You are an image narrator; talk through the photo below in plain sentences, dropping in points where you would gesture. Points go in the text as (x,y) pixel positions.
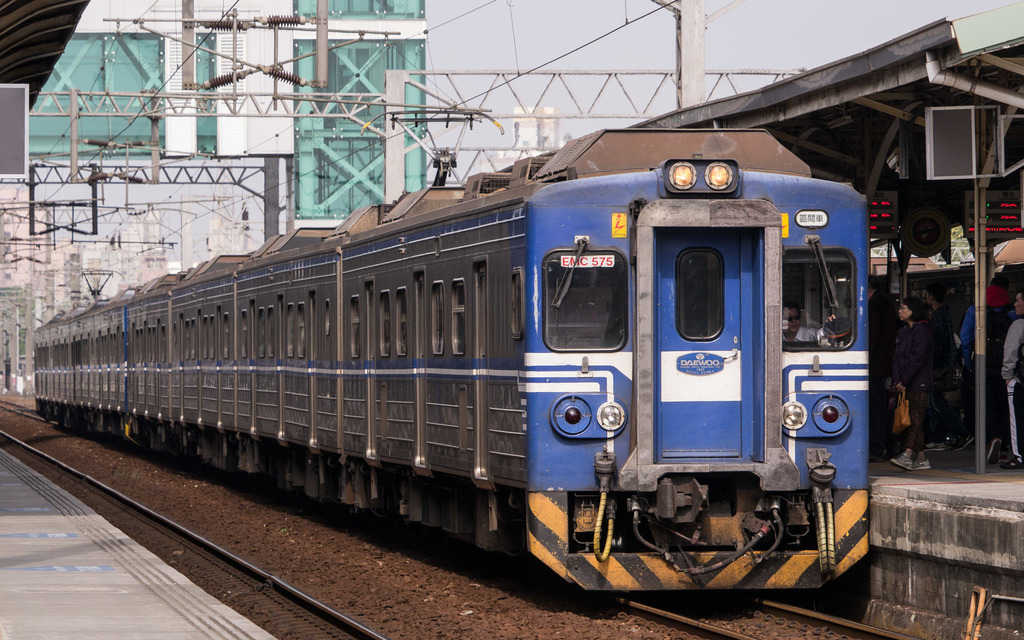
This is a railway station (801,139) and here we can see a train (378,450) on the track (296,520). In the background (1004,222), there are boards (991,221) with some text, rods (395,131), some people (928,295) and one of them is holding a bag (908,411) and we can see a building (397,23). At the top (641,30), there is sky (551,9) and at the bottom (86,558), there is a floor (46,574).
